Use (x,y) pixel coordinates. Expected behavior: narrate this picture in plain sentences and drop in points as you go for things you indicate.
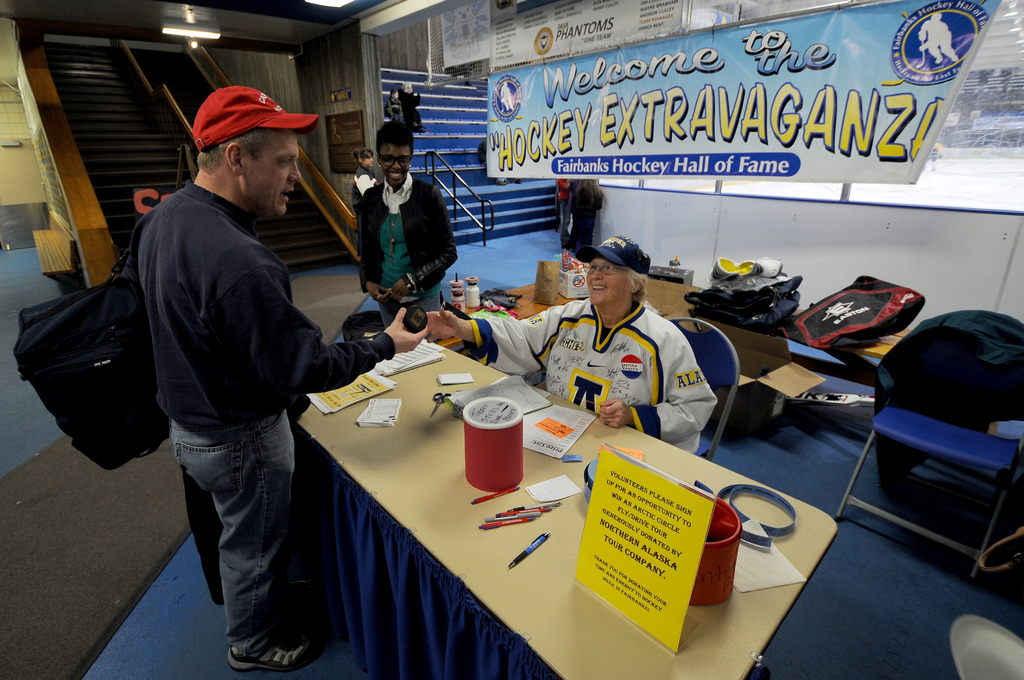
In this image I can see few people (387,275) standing and wearing bag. One person (588,291) is sitting on the chair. I can see scissors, papers (355,399), pens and few objects (587,529) on the table (635,632). Back I can see few bags (822,303), banners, stairs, wall (744,225) and light (196,32).
